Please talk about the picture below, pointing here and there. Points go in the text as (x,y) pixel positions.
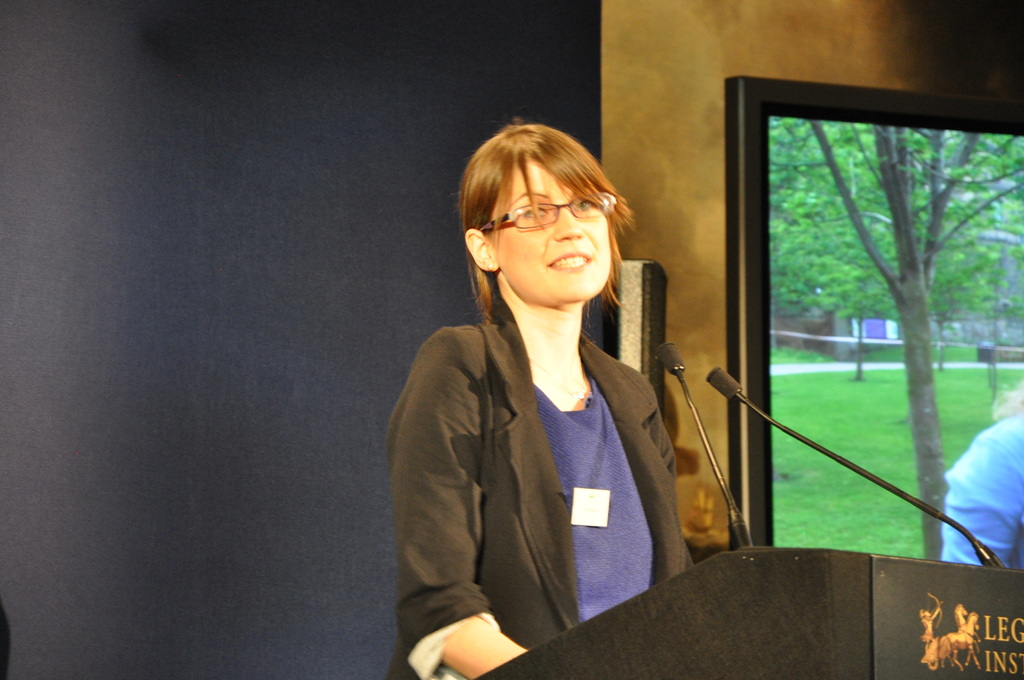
In this image we can see a lady (583,356) standing in front of the mike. On the left side (126,336) there is a black color background (239,446). On the right side (760,134) there is a screen (973,340). On the screen (875,369) there are the trees (858,358) and the grass (946,433).
